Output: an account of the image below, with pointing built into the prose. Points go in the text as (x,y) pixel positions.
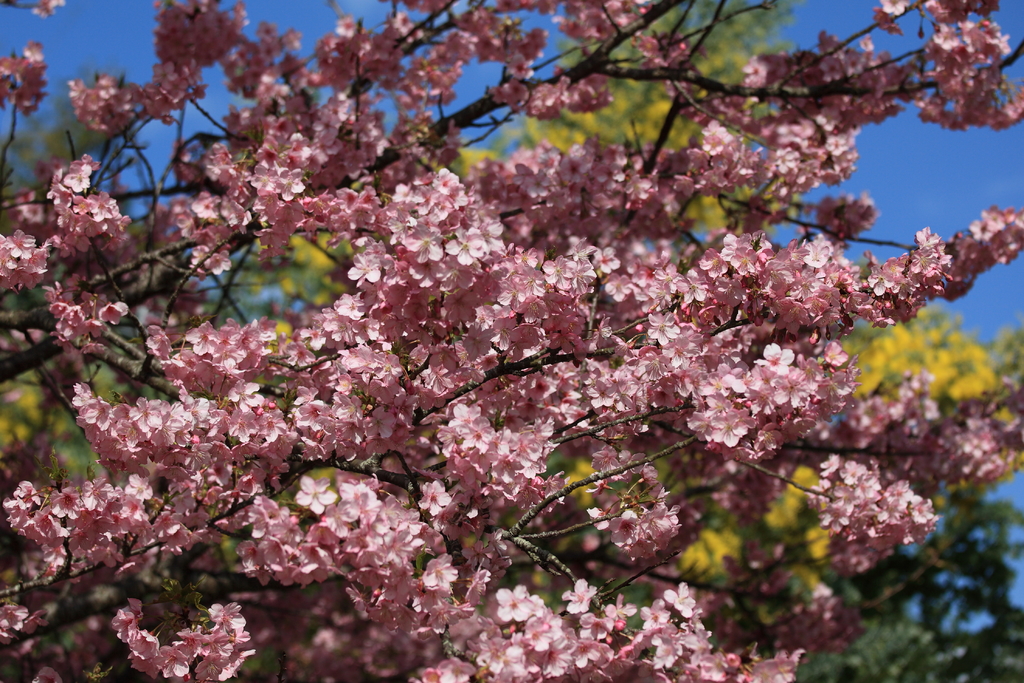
In this image there are trees (740,622) with flowers (554,348) on it. In the background of the image (92,11) there is sky (107,5).
